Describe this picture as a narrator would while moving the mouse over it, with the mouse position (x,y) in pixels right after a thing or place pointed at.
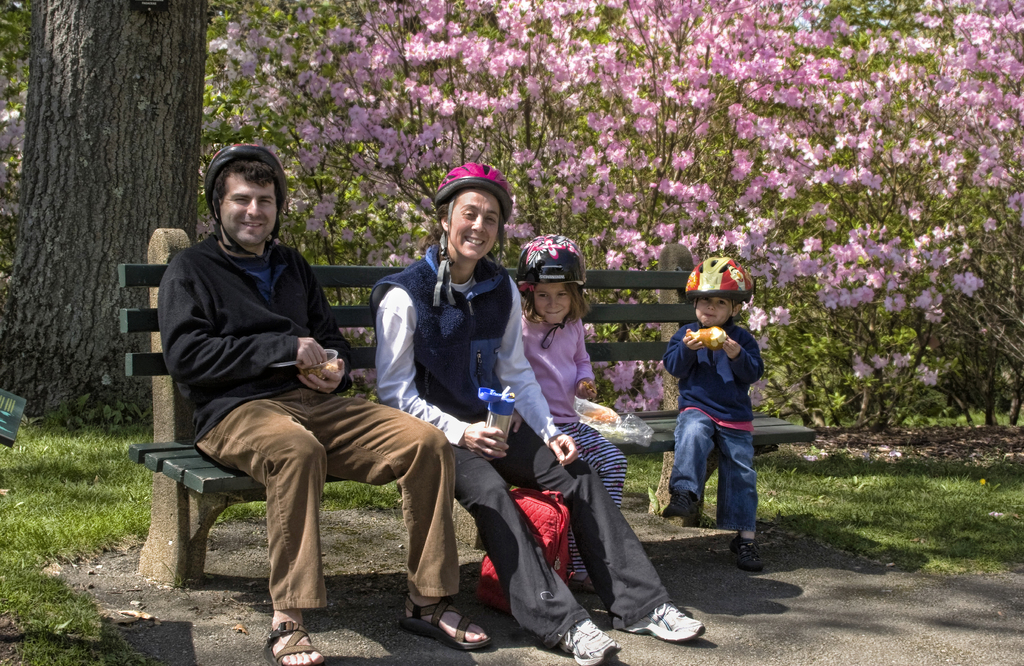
In this image, there are four persons (574,253) sitting on the bench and all are wearing helmet (472,186) on their head (466,213). In the left side of the image (40,59), there is a tree trunk (180,24). In the background of the image (1001,110), flowering trees (899,348) are visible which are having pink color flowers (773,62). In the bottom of the image (922,497), the grass (96,490) is surrounded on the both side. The picture is taken in a sunny day.
